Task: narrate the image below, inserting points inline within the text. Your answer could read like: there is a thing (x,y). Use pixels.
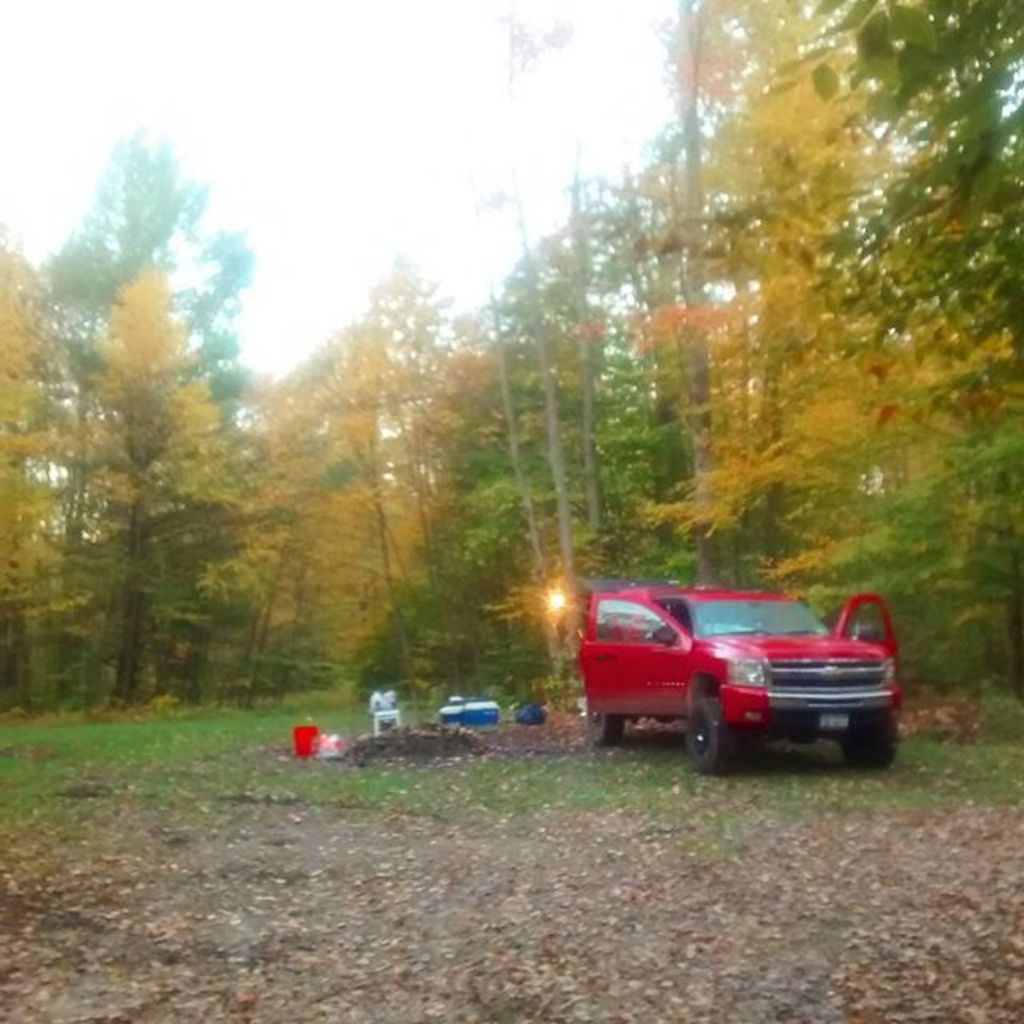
This red vehicle (692,638) doors (679,633) are open. Background (760,435) there are a number of trees (689,416). Here we can see objects (470,701) and light (551,602).
